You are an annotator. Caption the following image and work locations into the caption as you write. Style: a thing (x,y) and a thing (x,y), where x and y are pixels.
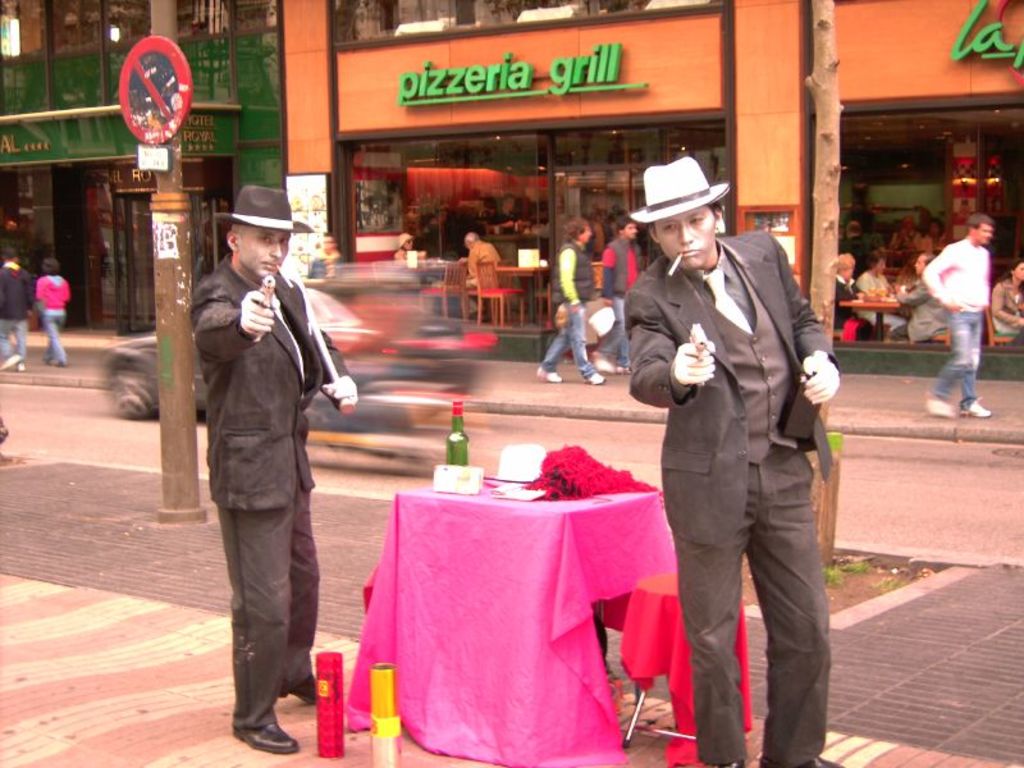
In this picture we can see two persons (690,559) Standing and they are carrying a gun (702,346) in between them there is a table (546,564) placed which is covered with pink color cloth (487,552) on the table (587,579) we have A bottle (456,421) And some flowers (568,490) back of them there is a road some vehicles (428,364) are moving and some people (47,298) are walking beside the road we have shops (533,166) some people (847,260) sitting and eating.
